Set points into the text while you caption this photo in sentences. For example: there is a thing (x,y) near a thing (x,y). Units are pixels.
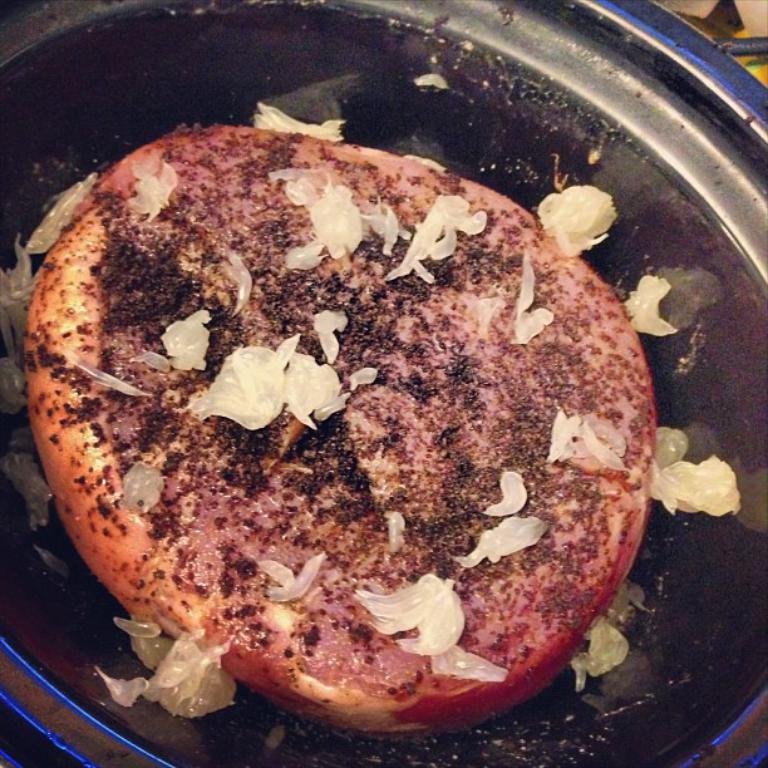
Here we can see a food item (395,390) in a bowl (427,139) and on the right (730,26) at the top corner (730,26) the image is not clear to describe.
